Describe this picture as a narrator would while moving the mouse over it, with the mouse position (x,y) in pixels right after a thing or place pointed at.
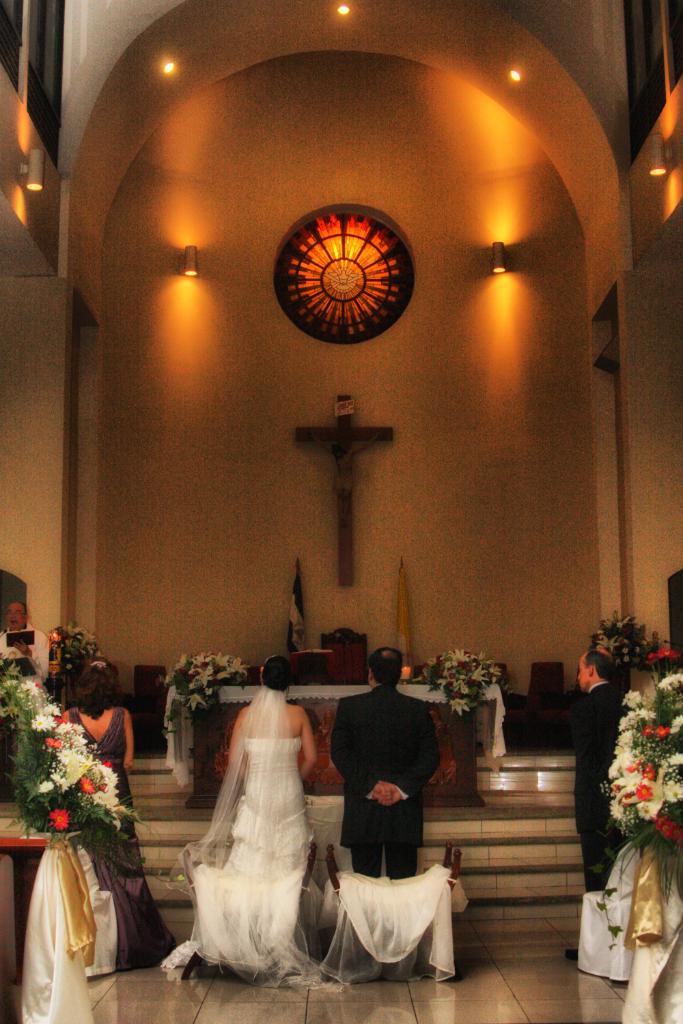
This is an inside view of a church (150,986). Here I can see five people (345,761) are standing. Two are women (237,744) and three are men (604,706). On the right (627,726) and left sides of the image I can see some flower bouquets (655,784) which are placed on the tables (53,951). In the background (215,712) there is a table (215,712) which is covered with a cloth (234,695). On the table (235,685) I can see few flowers (451,686). At the top (432,42) I can see few lights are attached to the wall (240,145).
